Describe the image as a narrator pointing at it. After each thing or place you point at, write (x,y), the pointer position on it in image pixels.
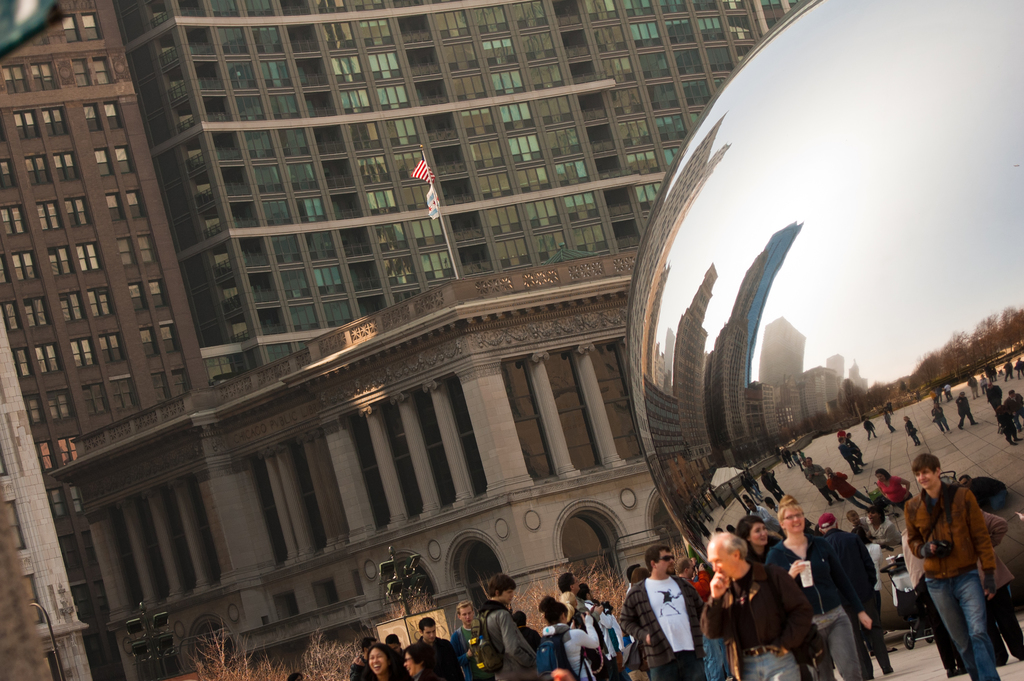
In this image there is a building (371,304), there is a building (14,407) truncated towards the left of the image (95,211), there is a pole (440,212) on the building (445,297), there are flags (417,166), there are pillars (108,595), there are plants (278,669), there are groups of persons (683,616), there is an object (878,264) truncated towards the right of the image (855,213), there are lights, there are persons (591,624) holding an object (473,639), there is an object (18,8) truncated towards the top of the image (36,23).
